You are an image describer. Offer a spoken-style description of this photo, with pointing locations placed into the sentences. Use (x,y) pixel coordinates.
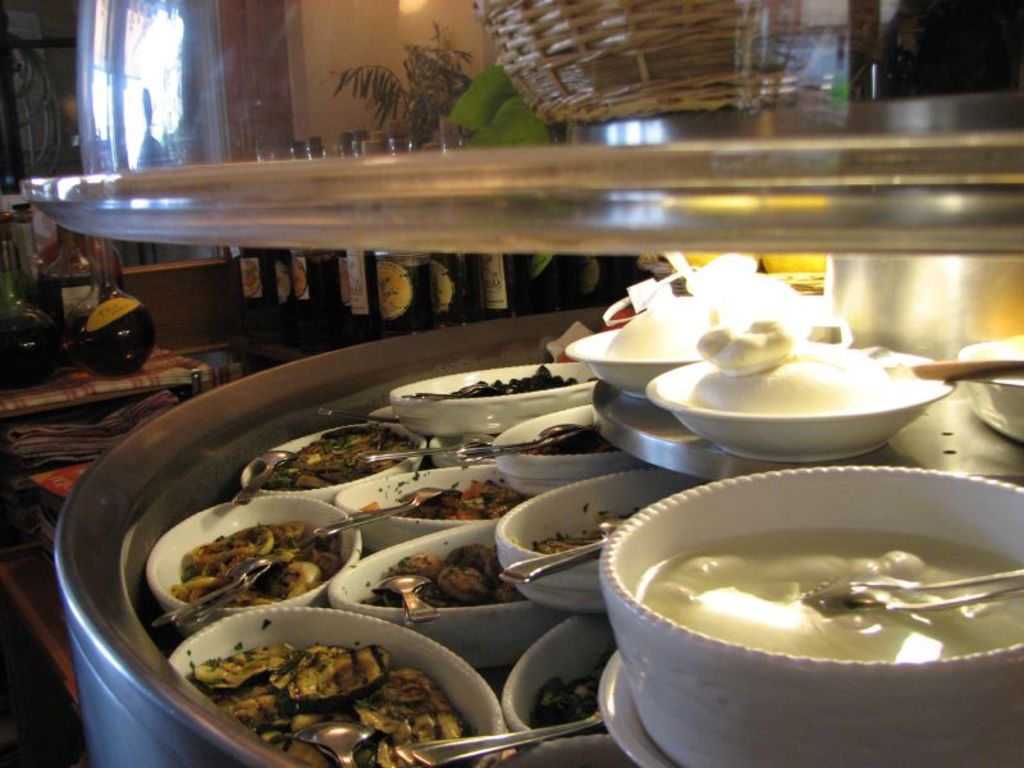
In this image, we can see a table (99,609). On the table (116,640), we can see a plate (134,644), on the plate (324,597), we can see some cups (437,707) and bowls (521,630) filled with some food items (575,697). In the background (588,110), we can see a metal rod (118,203), basket (572,100), plants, glass window (158,130) and a wall (321,34).
